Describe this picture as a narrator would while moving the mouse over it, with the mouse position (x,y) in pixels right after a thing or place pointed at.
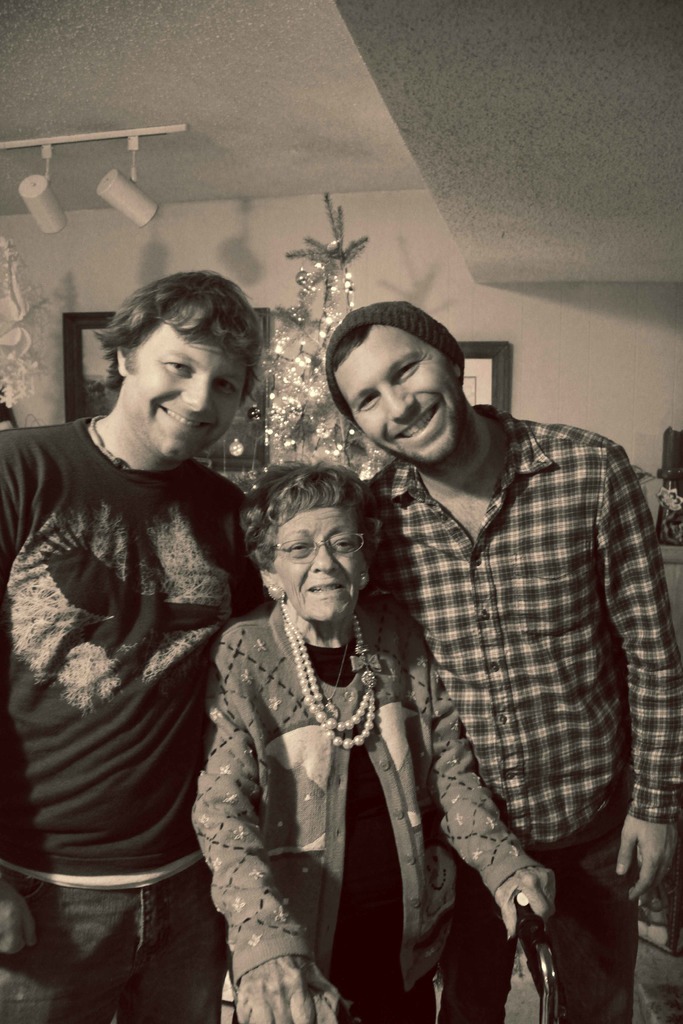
Here in this picture we can see two men (164,511) standing on the floor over there and in between them we can see an old woman (326,638) with a stick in her hand (306,1014) standing over there and we can see all of them are smiling and we can see the old woman (367,662) is wearing a pearl necklace (295,638) on her and behind them we can see portraits (259,396) present on the wall (59,278) over there and we can also see some decoration (274,368) present over there.
